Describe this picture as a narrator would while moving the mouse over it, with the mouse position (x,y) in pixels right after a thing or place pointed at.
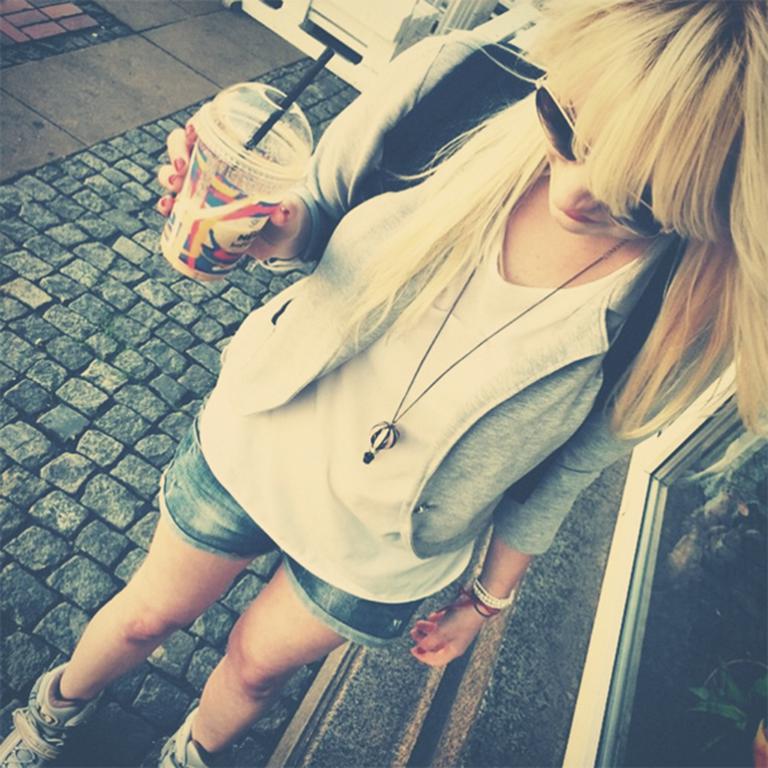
In this picture we can see a woman (233,574) is standing on the path (109,705) and the woman (324,319) is holding a cup (233,219) and in the cup (246,185) there is a straw (250,141). On the right side of the woman (370,213) there is a window (692,505).
